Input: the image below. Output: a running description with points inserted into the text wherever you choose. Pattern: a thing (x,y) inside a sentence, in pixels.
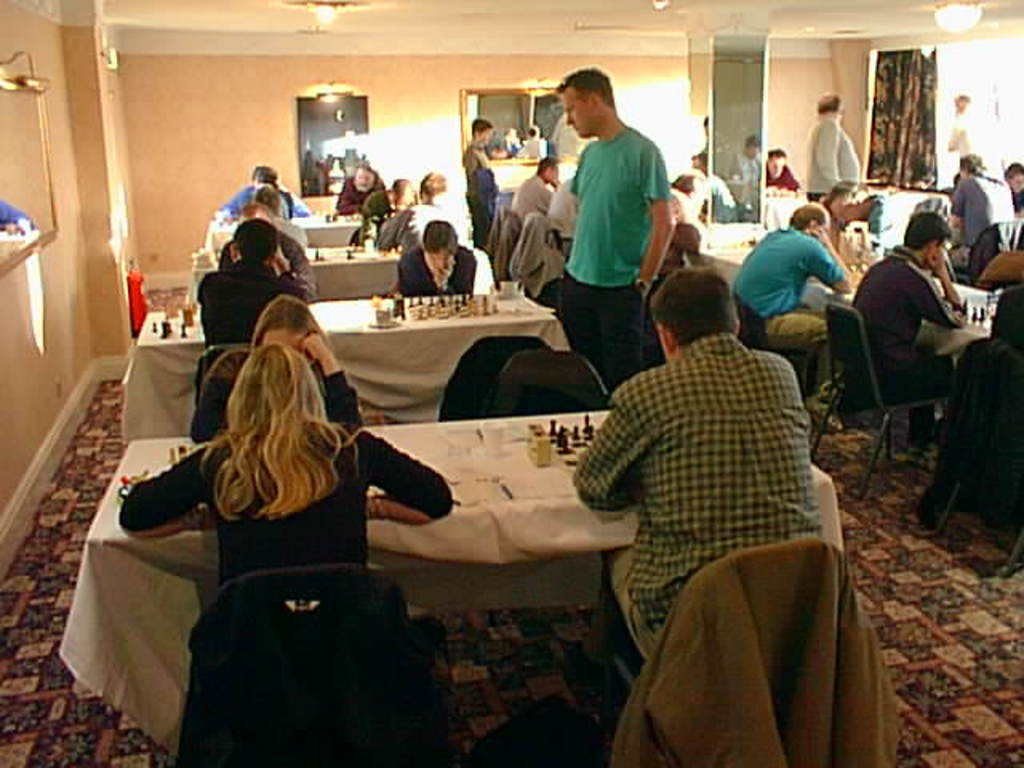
In this picture we can find some people (658,423) are sitting on the chairs (862,354) near to the table (405,348) and the table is covered with tablecloth (423,353). And the people (671,423) who are sitting are playing a chess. In the background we can find a wall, window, curtain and lights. And some people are standing.
